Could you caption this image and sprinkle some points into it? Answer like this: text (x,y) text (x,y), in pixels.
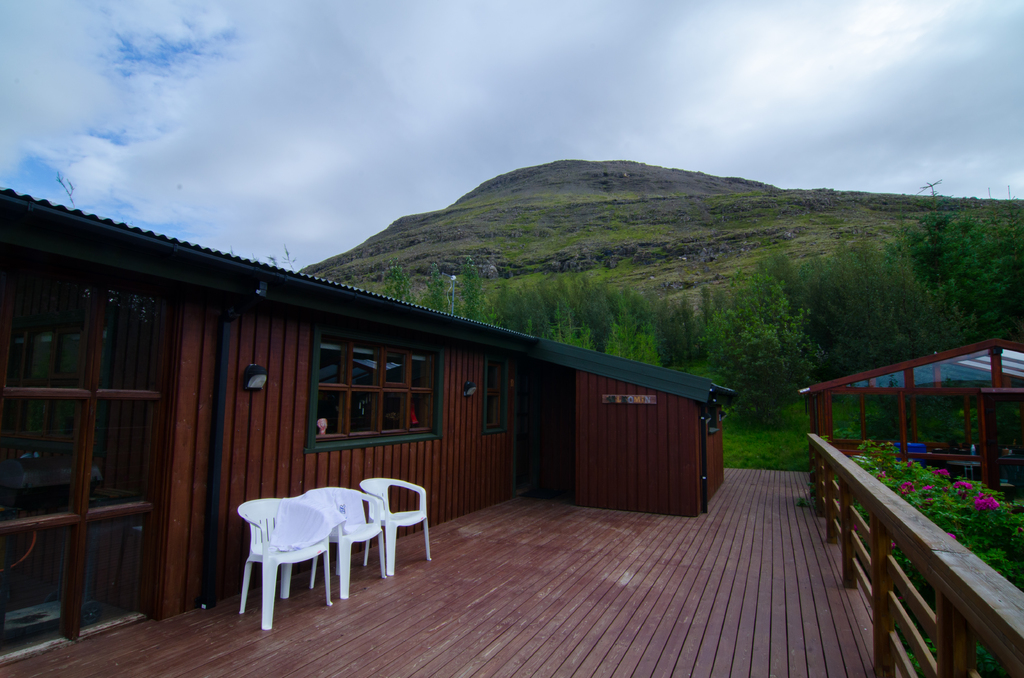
I think this is a house (432,425) with the windows (407,395) and glass doors (129,537). These are the chairs (345,547). I can see a cloth (338,525), which is put on the chair (308,555). This looks like a hill (885,205). I can see the trees (688,310). These are the plants (963,480) with the flowers (968,490). I can see the clouds (210,71) in the sky (167,80).
